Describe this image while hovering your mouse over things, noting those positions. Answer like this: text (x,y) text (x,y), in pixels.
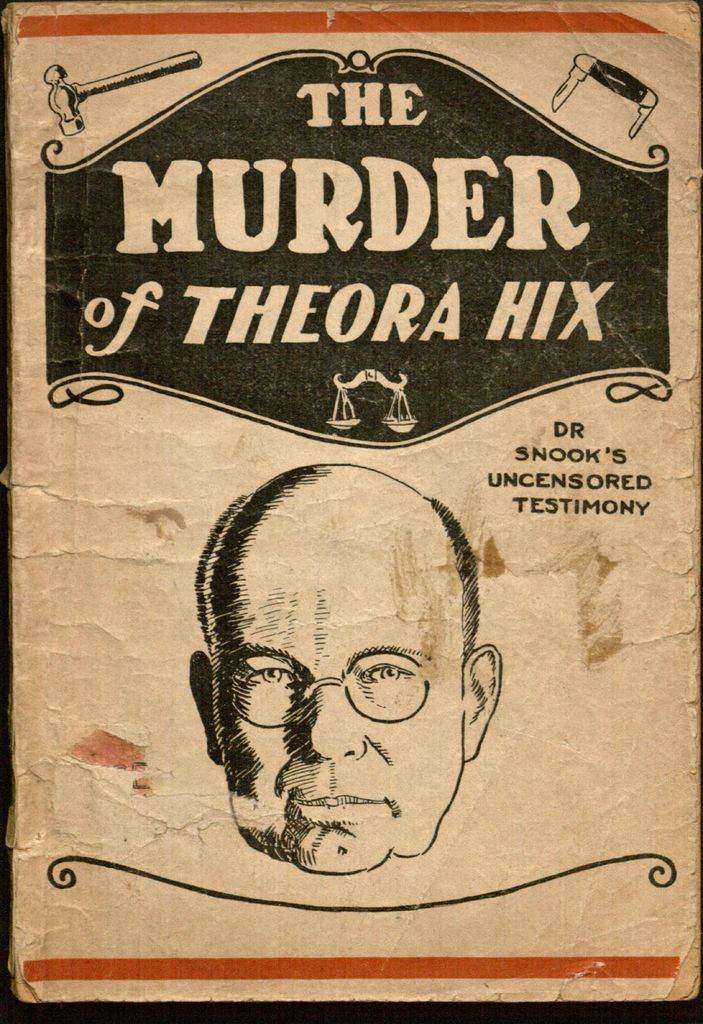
In this image we can see a book (374,650).
